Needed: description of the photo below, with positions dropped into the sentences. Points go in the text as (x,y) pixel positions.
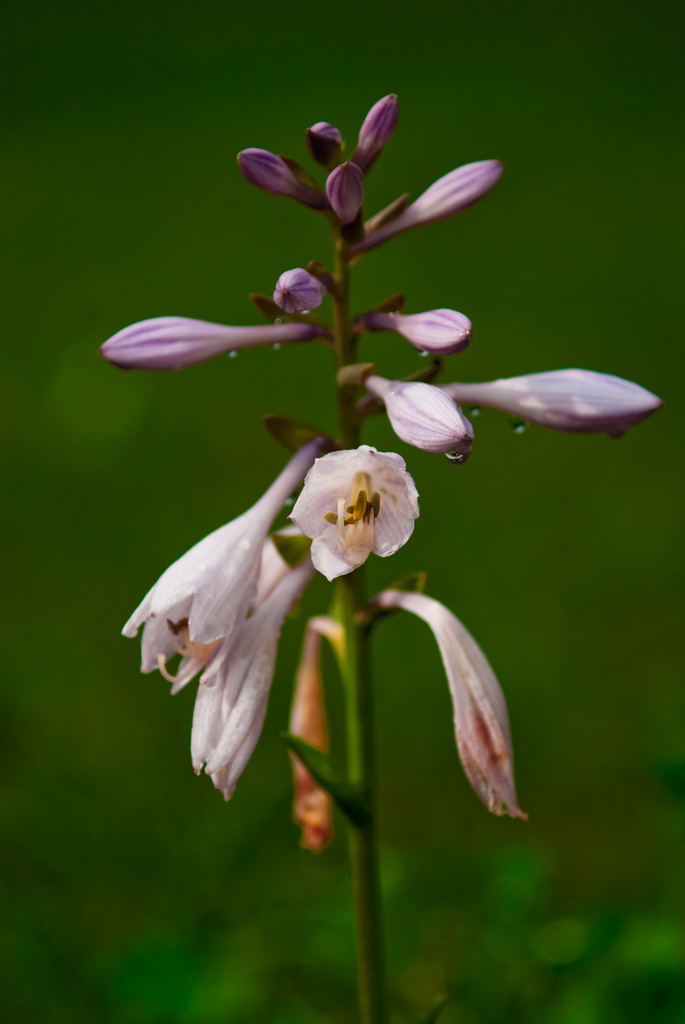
In this image we can see flowers (259,628) and buds (416,438) to the stem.
